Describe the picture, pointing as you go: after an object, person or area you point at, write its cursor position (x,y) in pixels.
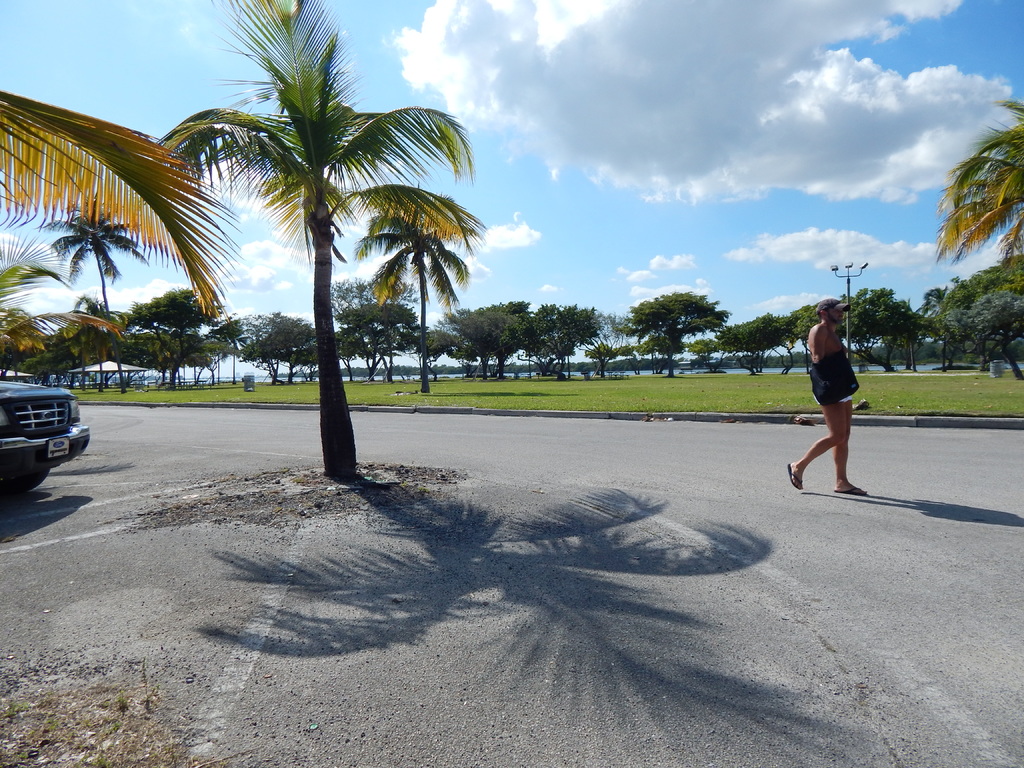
In this image I can see a man (844,411) walking on the road (691,641). On the left side (66,423) can see a vehicle (66,426). In the background (279,374), I can see the trees (747,363) and clouds (625,138) in the sky (625,125).
